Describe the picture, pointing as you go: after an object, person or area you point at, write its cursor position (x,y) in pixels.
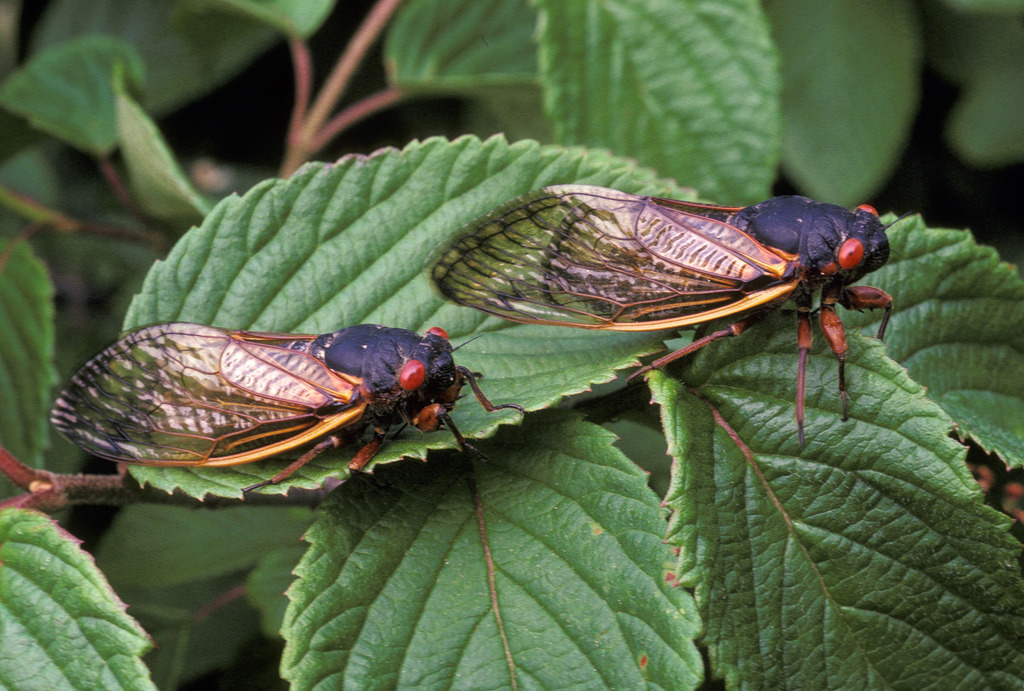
In this image I can see two insects (373,340) which are on the leaf (582,375) of the plant (522,471). These insects (706,316) are in black and red color.
